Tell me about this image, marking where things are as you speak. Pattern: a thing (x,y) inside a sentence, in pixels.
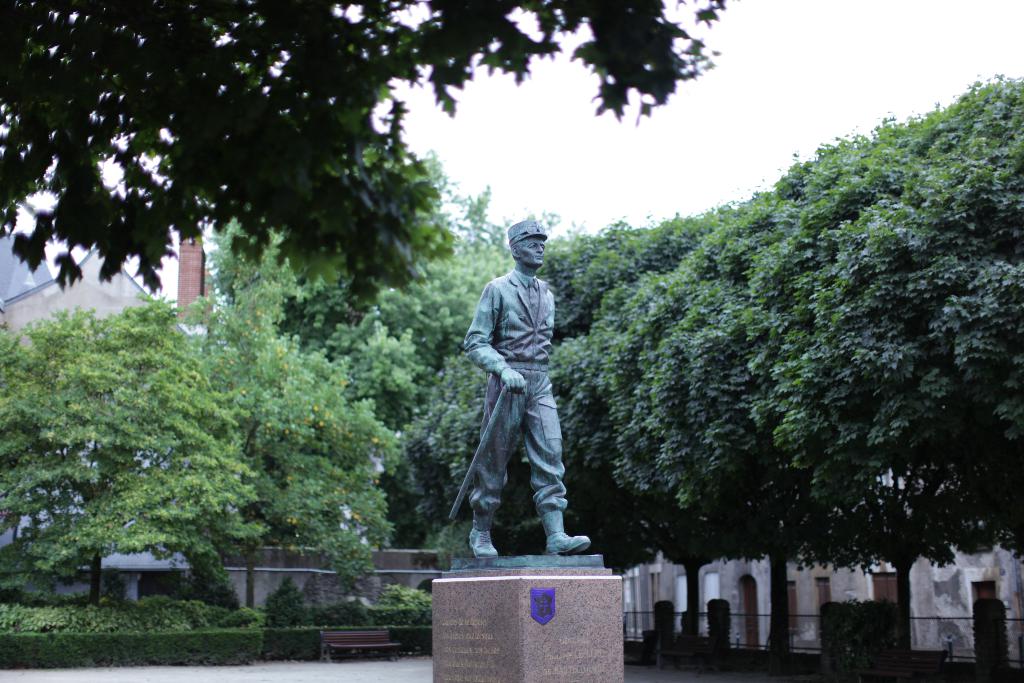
In this image, in the foreground (513,602) we can see there is a statue (453,577) of a man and on the right side (787,270) there are some trees (858,389).
